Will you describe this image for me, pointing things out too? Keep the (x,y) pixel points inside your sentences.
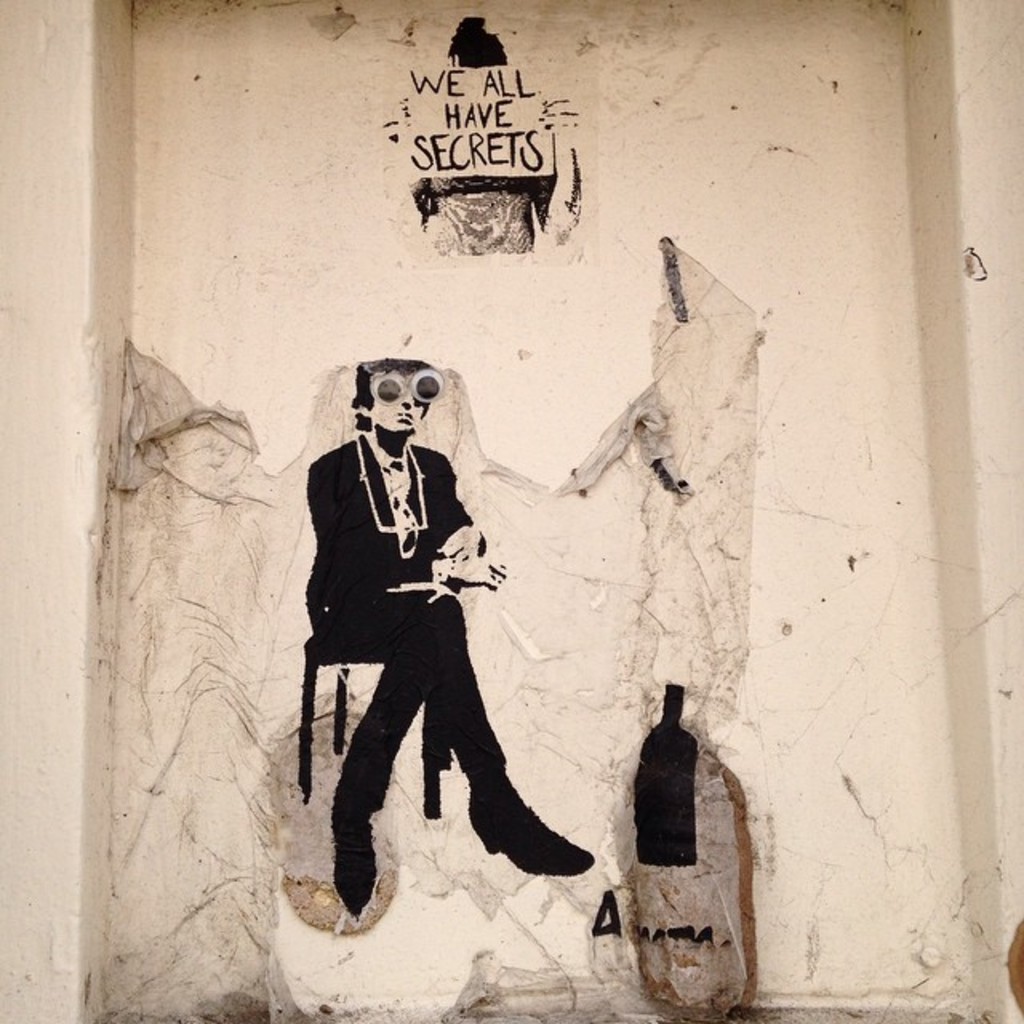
In the image there is a wall (478,617) and there are some paintings (457,247) on the wall (272,319) and there is also a quotation (515,115) painted on the wall (408,90).
